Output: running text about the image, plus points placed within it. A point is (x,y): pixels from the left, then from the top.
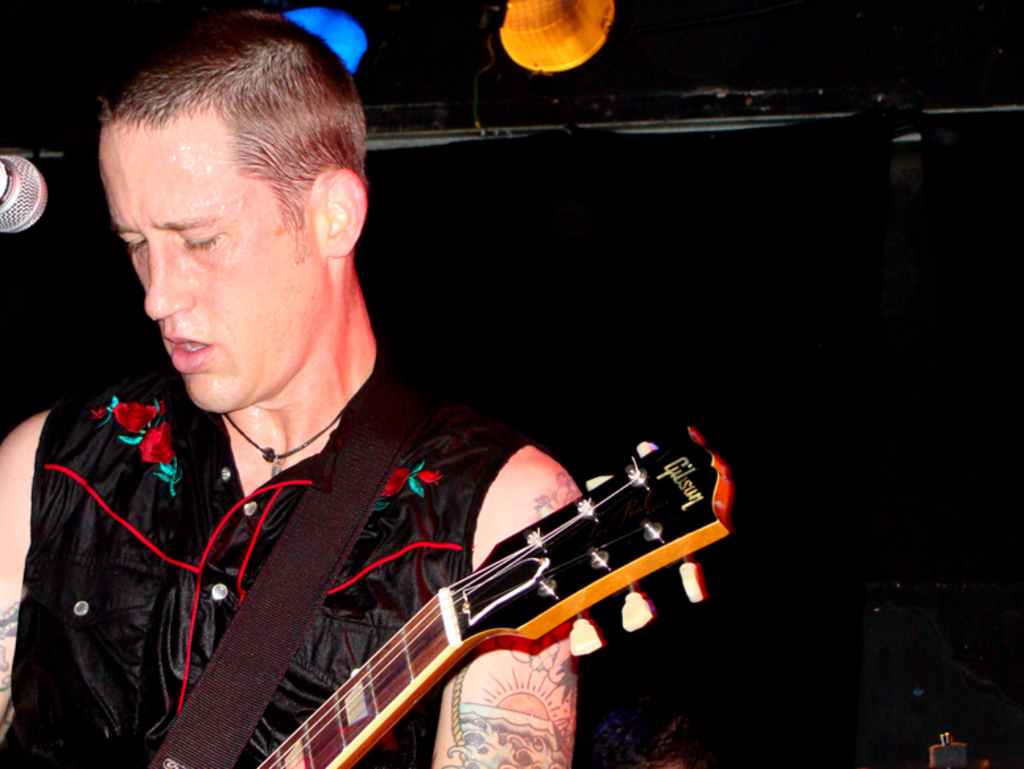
In this image I can see a person (406,527) holding a musical instrument (451,592). There is a microphone (37,189), there are lights (321,20) and there is a dark background (808,687).
